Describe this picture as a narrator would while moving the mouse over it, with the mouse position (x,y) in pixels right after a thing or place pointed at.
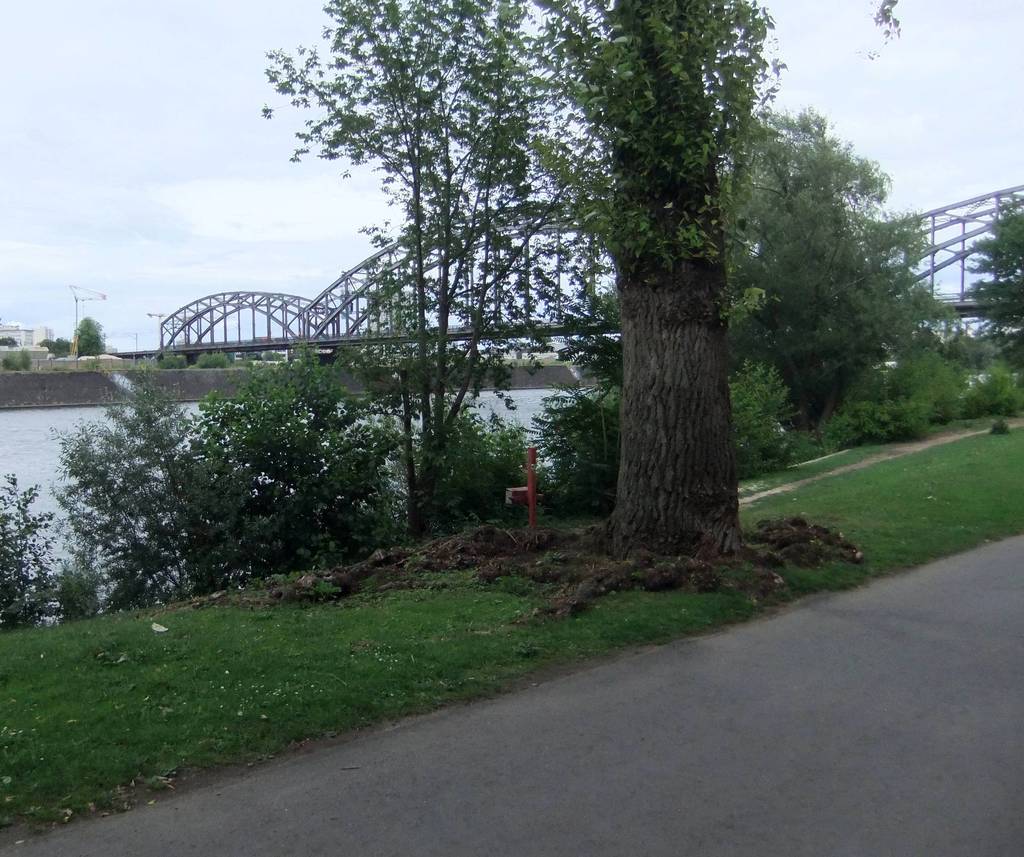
In this image we can see a group of trees (480,501), a pole (532,499) and grass (138,711). In the foreground (827,771) we can see the pathway (910,705). In the center of the image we can see a bridge (368,315) and water (16,442). On the left side of the image (21,349) we can see a building (37,332) and some poles (75,315). At the top of the image (224,199) we can see the sky (955,84).
